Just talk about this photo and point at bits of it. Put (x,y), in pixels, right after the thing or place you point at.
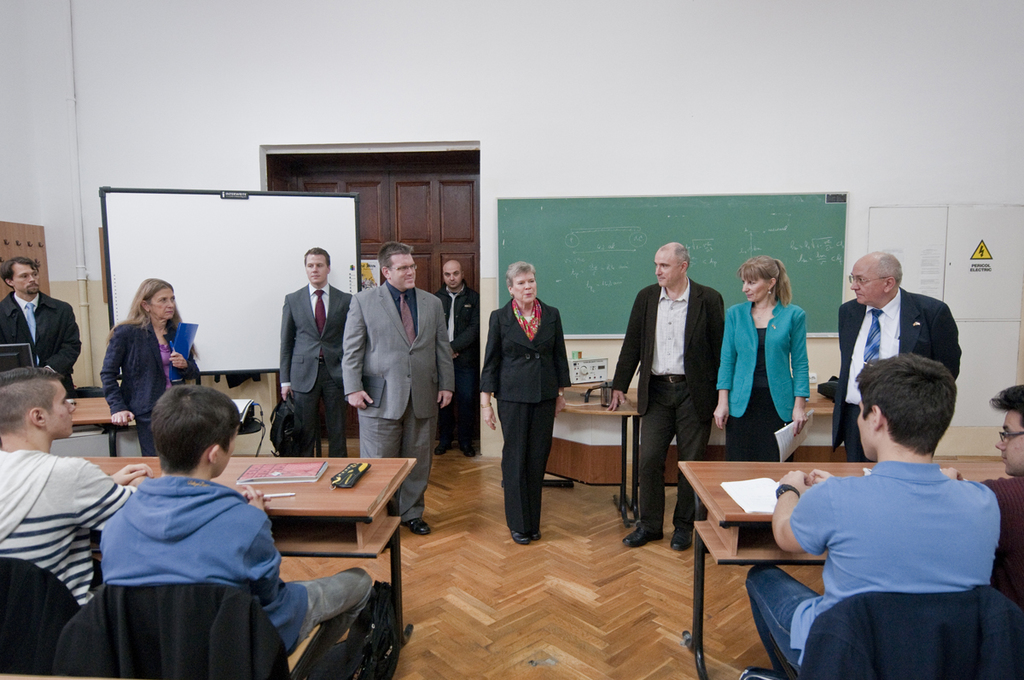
As we can see in the image there is a wall (564,42), door (426,204), board (189,273), few people (786,350) sitting over here and tables (318,490), chairs (246,640) and there are four people (75,594) sitting on chairs (21,585).
